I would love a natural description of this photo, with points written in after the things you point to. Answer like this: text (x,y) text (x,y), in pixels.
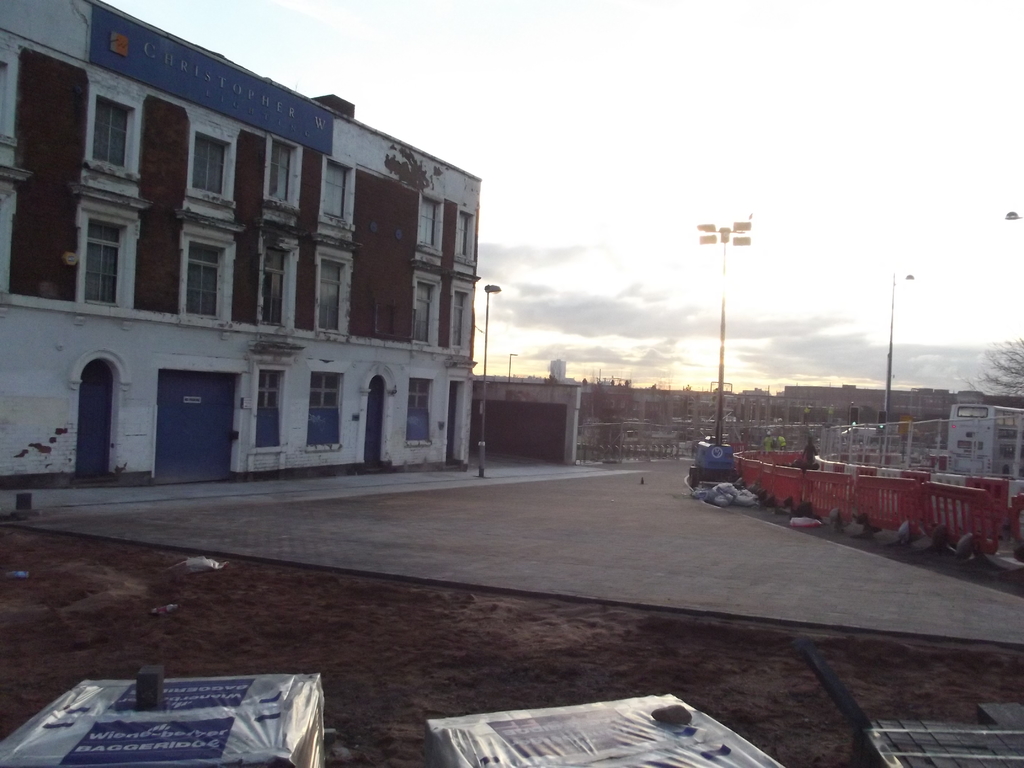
There is a building (168,334) on the left side of the image (328,400), it seems like banners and a wooden object (833,698) at the bottom side (53,712). There are poles (723,386), buildings (694,404), vehicle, tree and sky (783,293) in the background area (783,293), it seems like sunlight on the right side (698,382).
